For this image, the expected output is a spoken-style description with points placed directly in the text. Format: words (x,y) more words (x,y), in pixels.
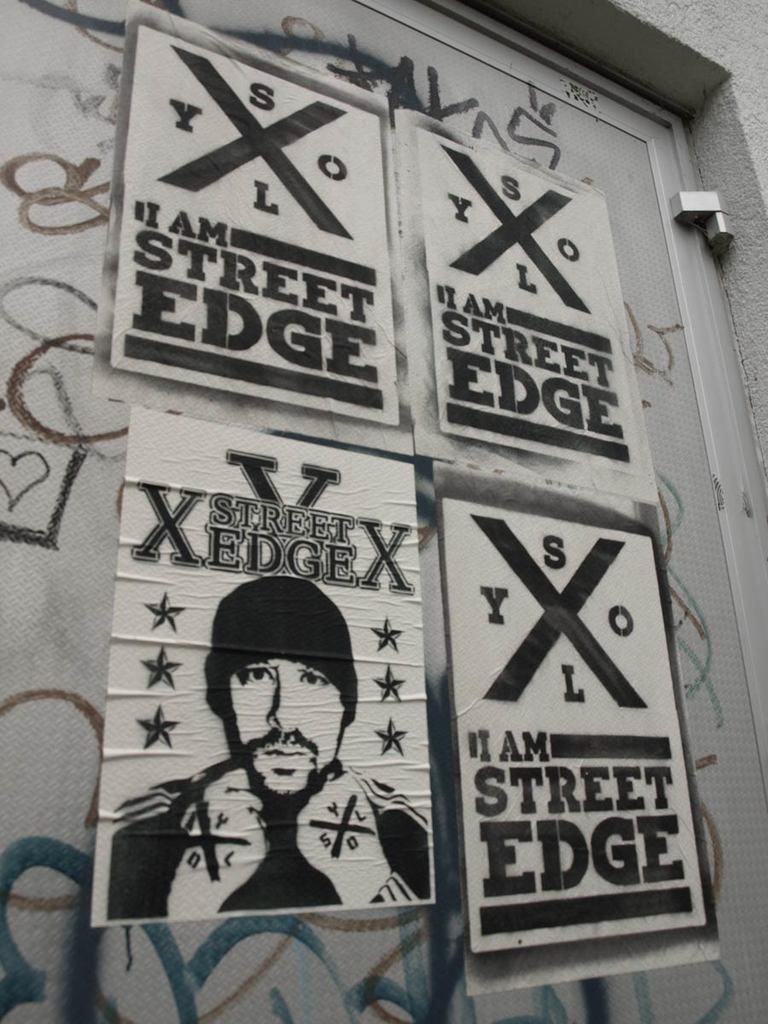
In the center of the image (497,472) there is a door (691,560). On the door (18,502) we can see some pictures (518,767) and text (444,295). In the background of the image (647,53) we can see the wall (737,103).
